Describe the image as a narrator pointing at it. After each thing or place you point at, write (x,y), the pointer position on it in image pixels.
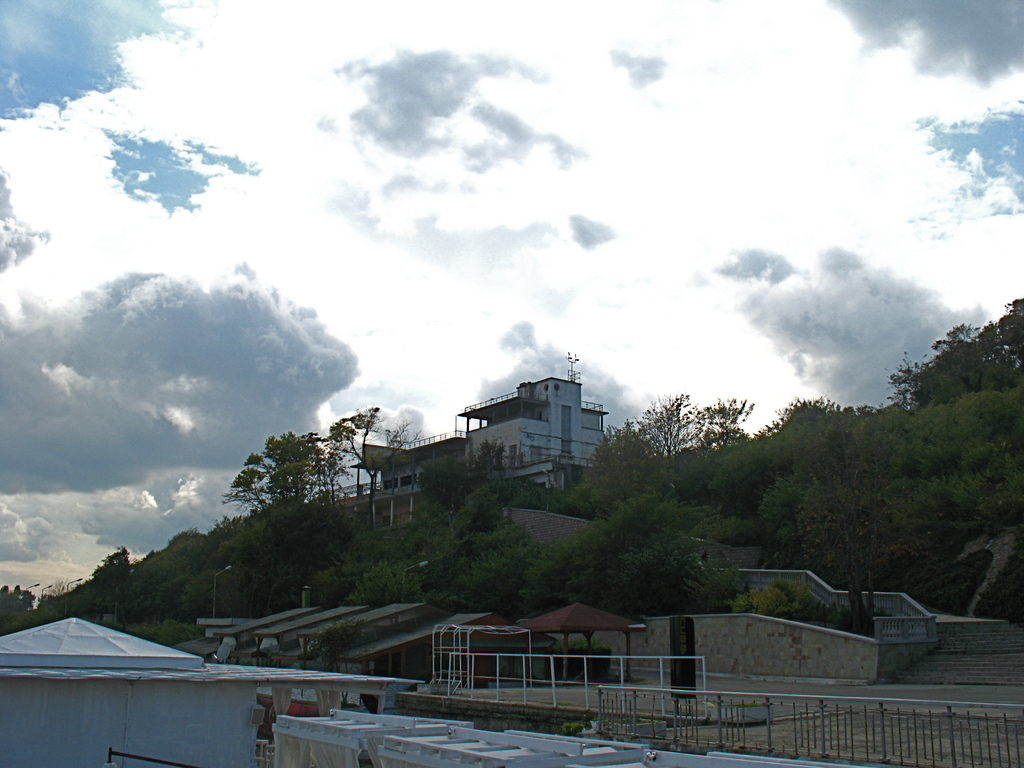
On the left side (122,703), there is a shelter (199,679). On the right side (951,712), there are fences (655,697) and there are shelters (367,628). In the background (627,438), there are trees (692,549), a wall (553,532) and a building (577,405) on a hill (1003,559) and there are clouds (202,195) in the sky (233,156).
